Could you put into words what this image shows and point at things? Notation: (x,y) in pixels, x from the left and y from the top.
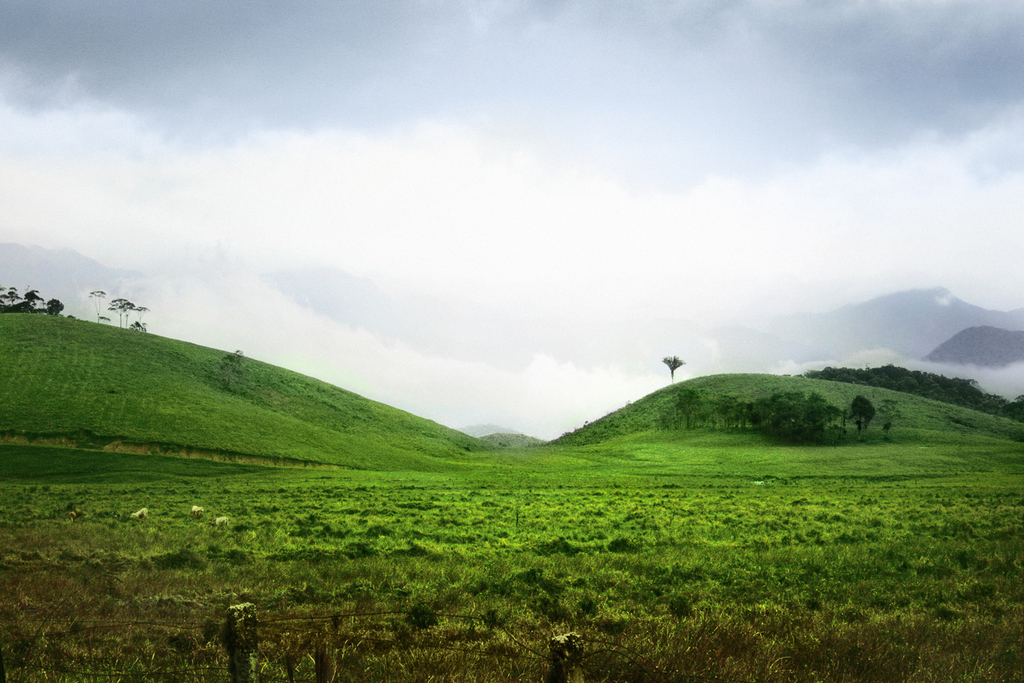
In the foreground of this image (686,567), there is grass (570,578). In the background (753,384), there is greenery (225,399) on the cliffs (821,397). On the top (477,54), there is the cloud (541,306).
